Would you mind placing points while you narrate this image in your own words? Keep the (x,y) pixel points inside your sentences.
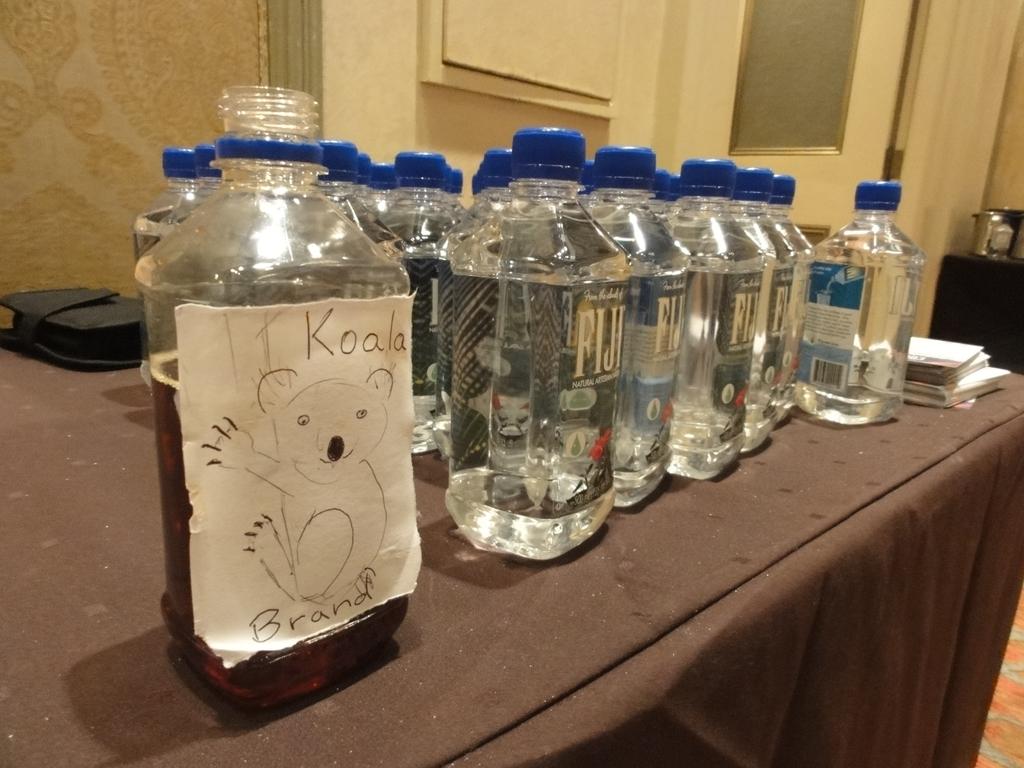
This picture shows a bunch of water bottles (397,234) on the table (907,616).
